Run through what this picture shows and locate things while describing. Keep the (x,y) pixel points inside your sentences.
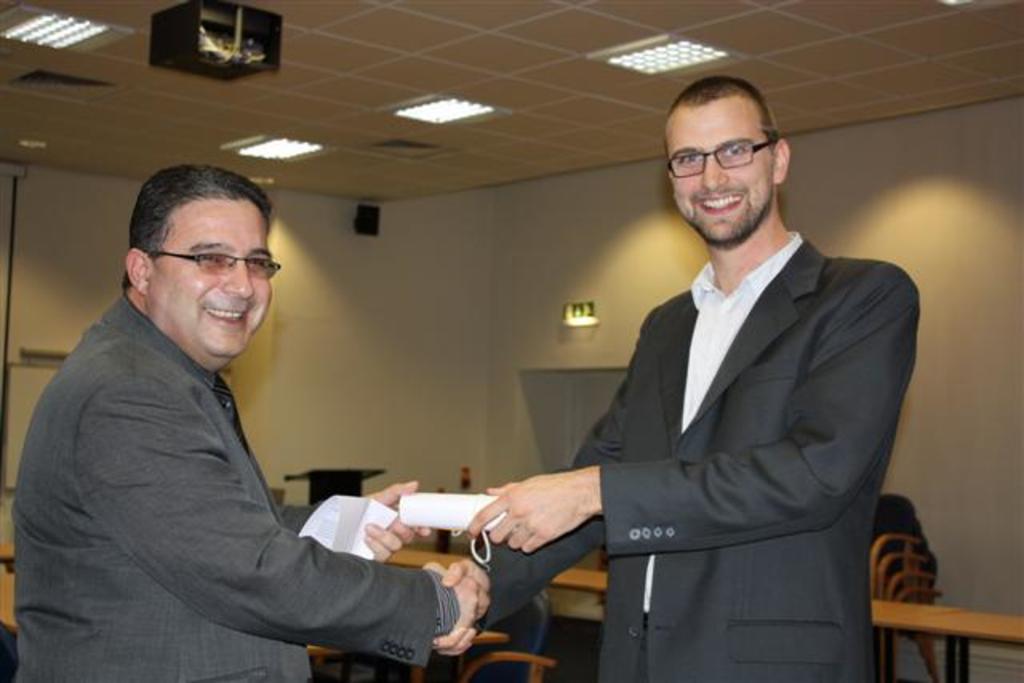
In this image I can see two men (194,338) are standing in the front (134,627) and I can see smile (219,308) on their faces (210,317). I can see both of them are wearing formal dress (641,396), specs (757,149) and I can see both of them are holding few white colour things (355,502). In the background (3,576) I can see few tables (886,672), few chairs (913,639) and on the top of this image (44,20) I can see few lights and a black colour thing (242,25) on the ceiling (328,139). I can also see few things (584,315) on the wall (536,264) in the background (364,223).
